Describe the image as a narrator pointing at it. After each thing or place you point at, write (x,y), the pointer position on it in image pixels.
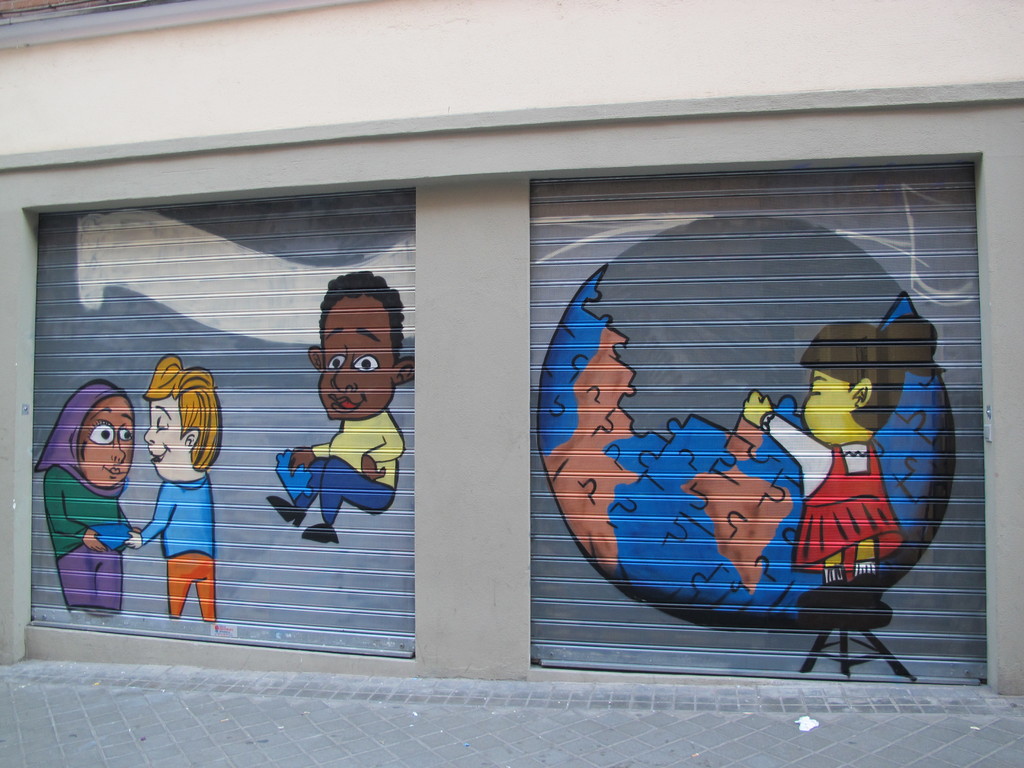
In this picture I can see the painting (633,462) on the shutters (550,451). At the top (407,163) there is a building (901,147). On the right shutter (628,178) I can see the girl (852,414) who is sitting on the stool (872,628) and putting this jigsaw puzzle (709,435) on globe (543,399). On the left (177,600) I can see the boy (207,417) who is holding hands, beside him there is a girl (128,459) who is wearing scarf (112,390), shirt (62,546) and trouser (111,596).
